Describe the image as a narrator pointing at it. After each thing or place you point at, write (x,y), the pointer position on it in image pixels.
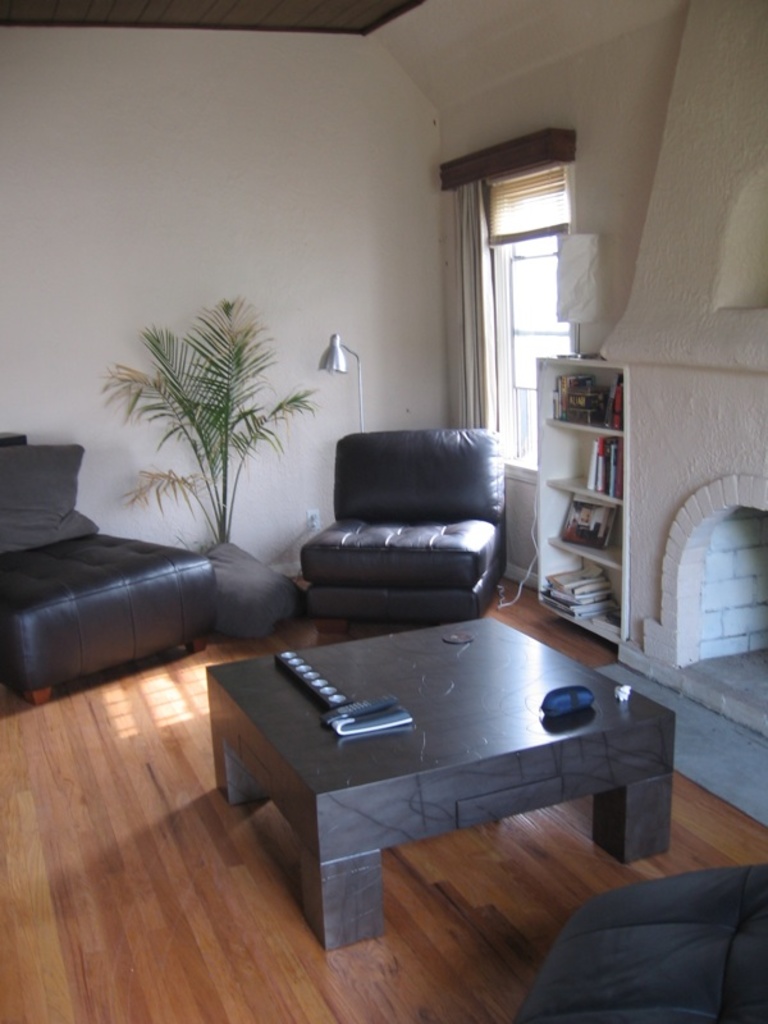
In this image there are chairs (450,601), pillows (16,517), some objects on the table (363,743), brick fire place (762,499), books (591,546) in the racks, plant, window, curtain (468,351), wall (280,131).
